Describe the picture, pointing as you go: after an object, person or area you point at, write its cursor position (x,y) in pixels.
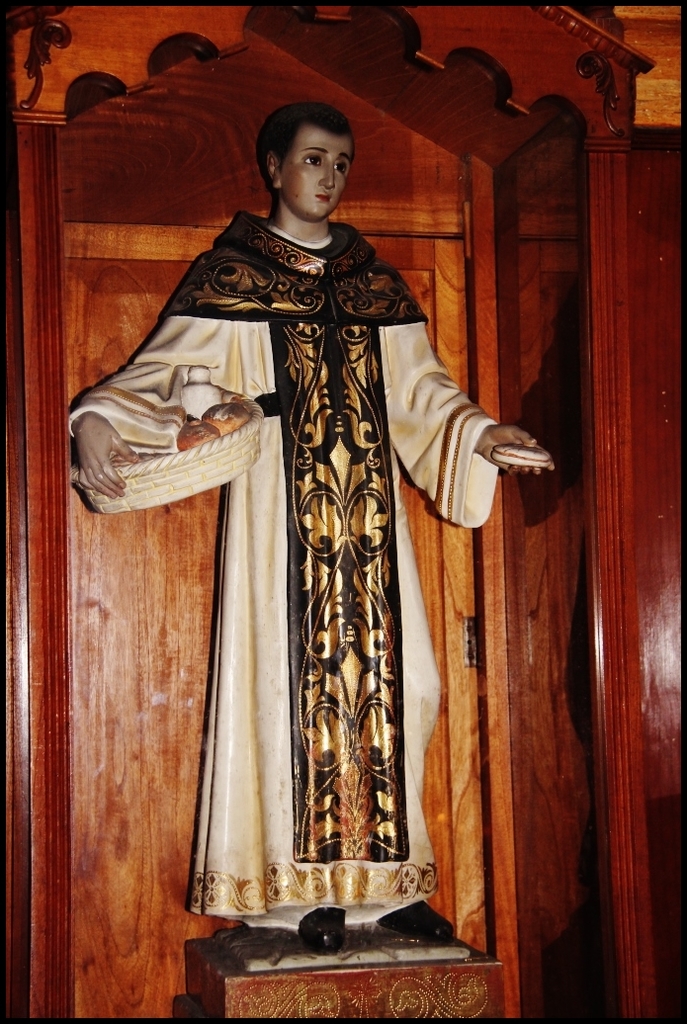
There is a statue (353,452) of a person (318,510) wearing white dress (272,517) and holding an object (238,423) in his hands (501,433) and the background (171,190) is made of wood (536,329).
